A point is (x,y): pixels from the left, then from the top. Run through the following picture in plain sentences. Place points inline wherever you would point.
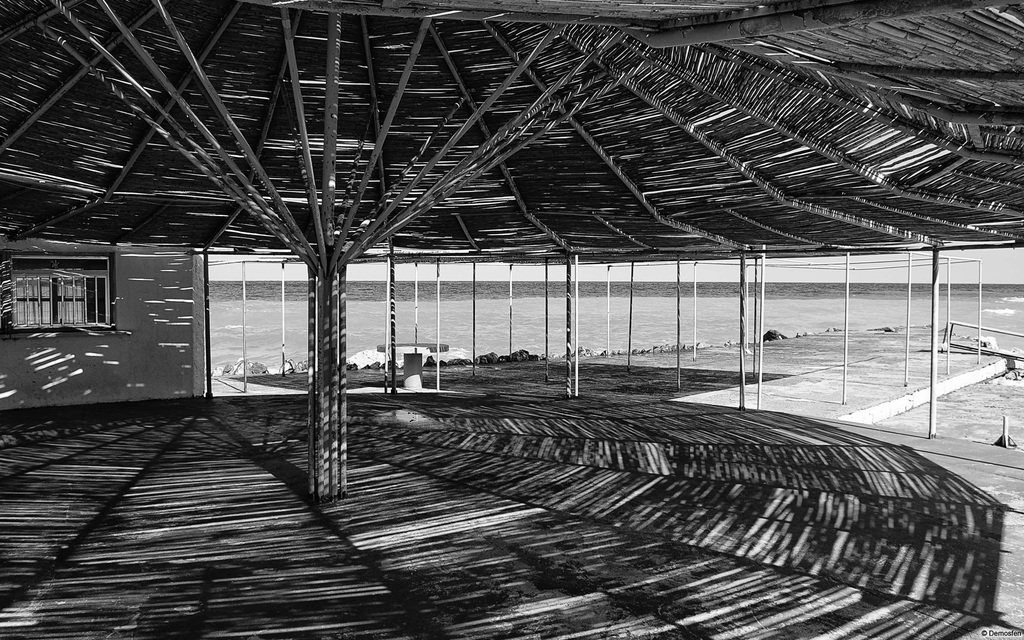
This image is clicked near the beach (553,360). It looks like a hut (181,210) made up of wood (463,199). To the left (93,343), there is a wall (74,368) along with window (44,312). In the front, there are poles (935,399). In the background (672,290), there is water (373,331).
